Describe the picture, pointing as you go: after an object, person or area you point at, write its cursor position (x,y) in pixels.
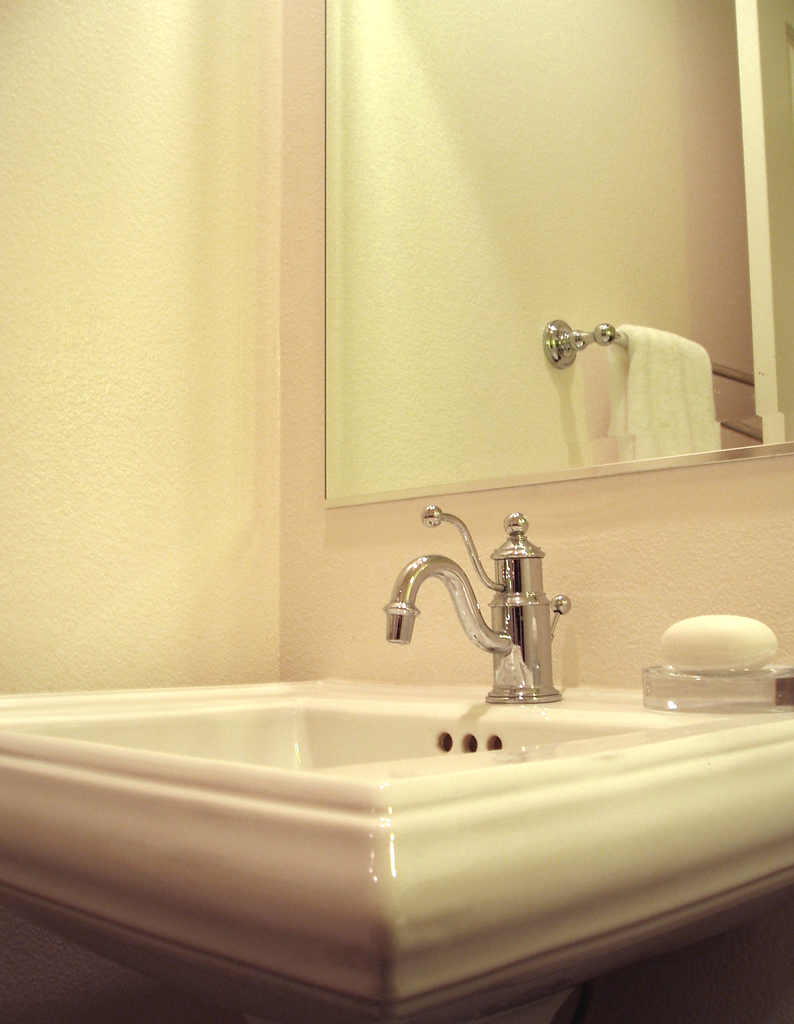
This picture is taken in the room (492,482). In this image, we can see a wash basin (269,774), on the wash basin (464,816), we can see a water tap (498,623) and a soap (763,660) which is placed on the glass box (698,702). In the background (529,283), we can see a mirror (764,333), in the mirror (691,377), we can see a metal rod (610,339) and a towel (682,351). In the background (242,305), we can also see a wall (191,359).
